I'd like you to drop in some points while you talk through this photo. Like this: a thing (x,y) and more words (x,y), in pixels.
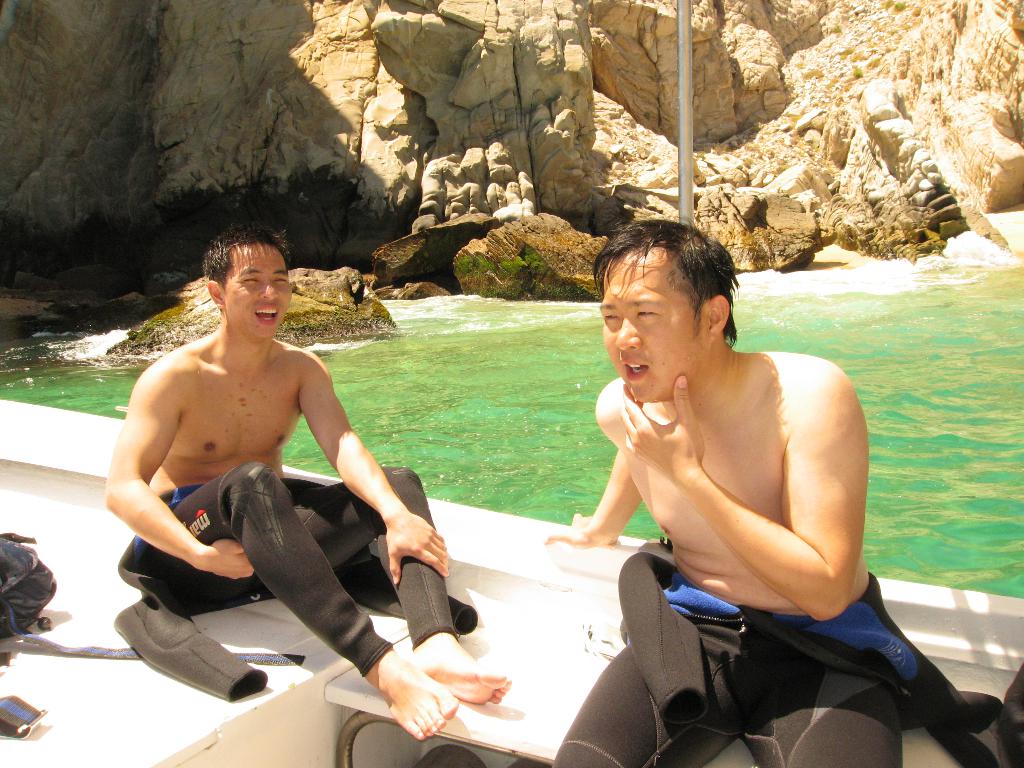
In this image there are mountains (671,117), there is a river (478,412), there are two persons (673,651) sitting on an object (210,709), there is a pole (684,187), there is an object (1016,740) truncated towards the right of the image (1007,729), there is an object (14,648) truncated towards the left of the image (14,594).
